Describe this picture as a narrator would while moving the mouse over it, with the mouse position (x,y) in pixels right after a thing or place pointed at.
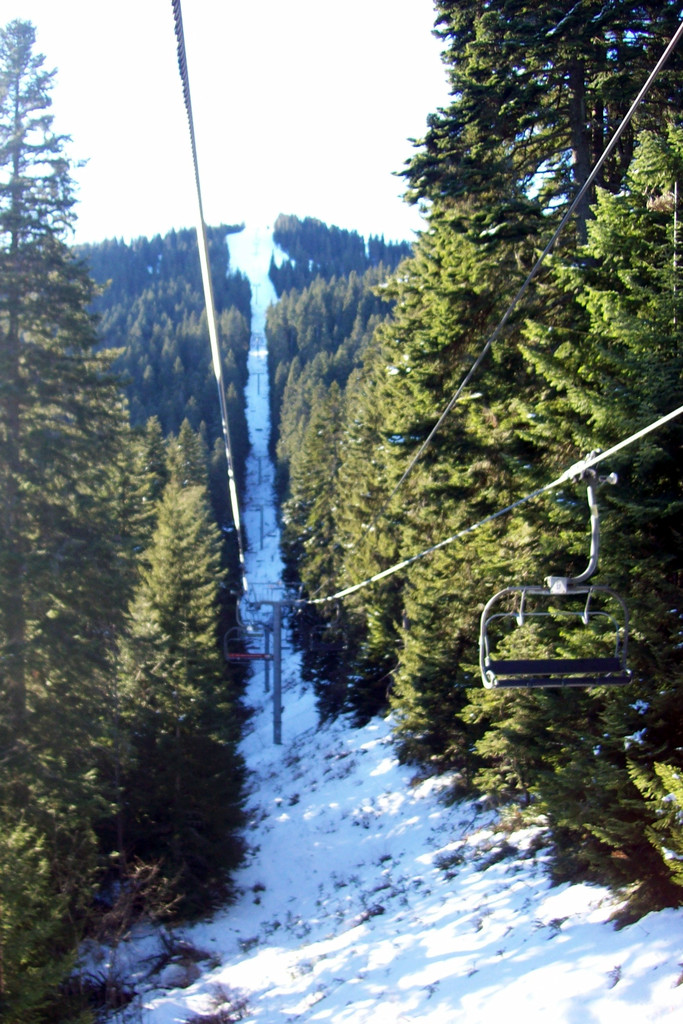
In the image we can see trees (367,476) and in between we can see the path (278,787). Here we can see the poles (278,680), ropes (337,590), the snow (264,577) and the sky (396,53).
